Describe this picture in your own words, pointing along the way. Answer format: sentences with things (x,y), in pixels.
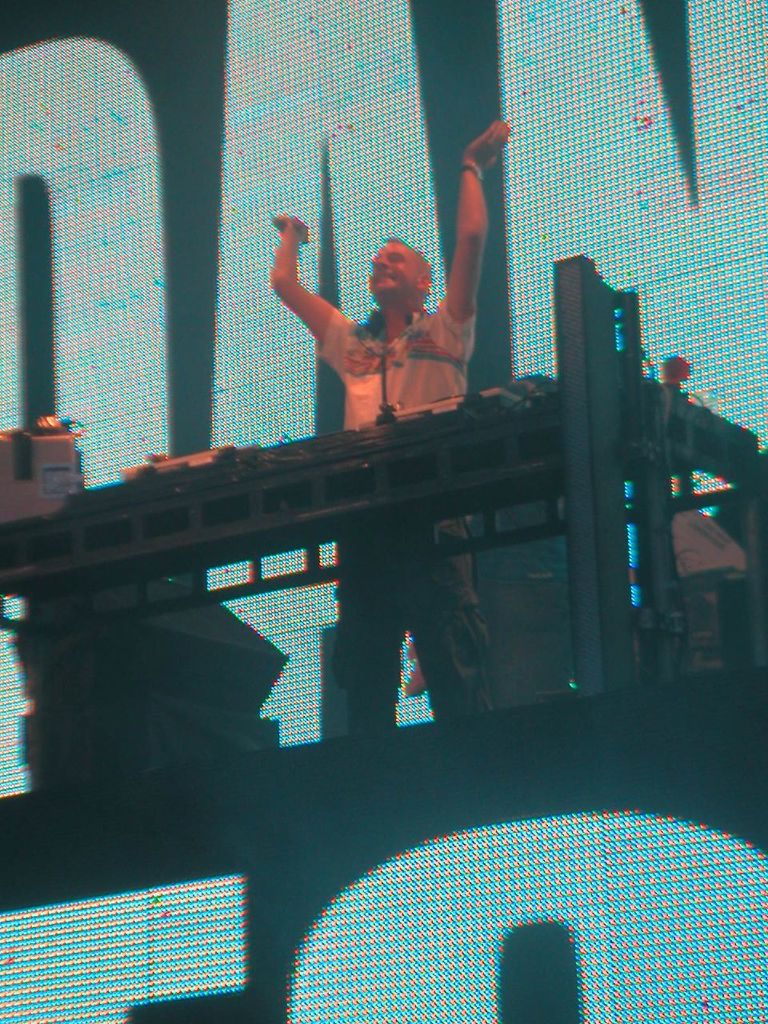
There is a man (371,277) standing on a platform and in front of him there is a stand (328,503) and there are some items (248,448) on it. In the background (314,161) we can see screen (319,416) and some objects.
